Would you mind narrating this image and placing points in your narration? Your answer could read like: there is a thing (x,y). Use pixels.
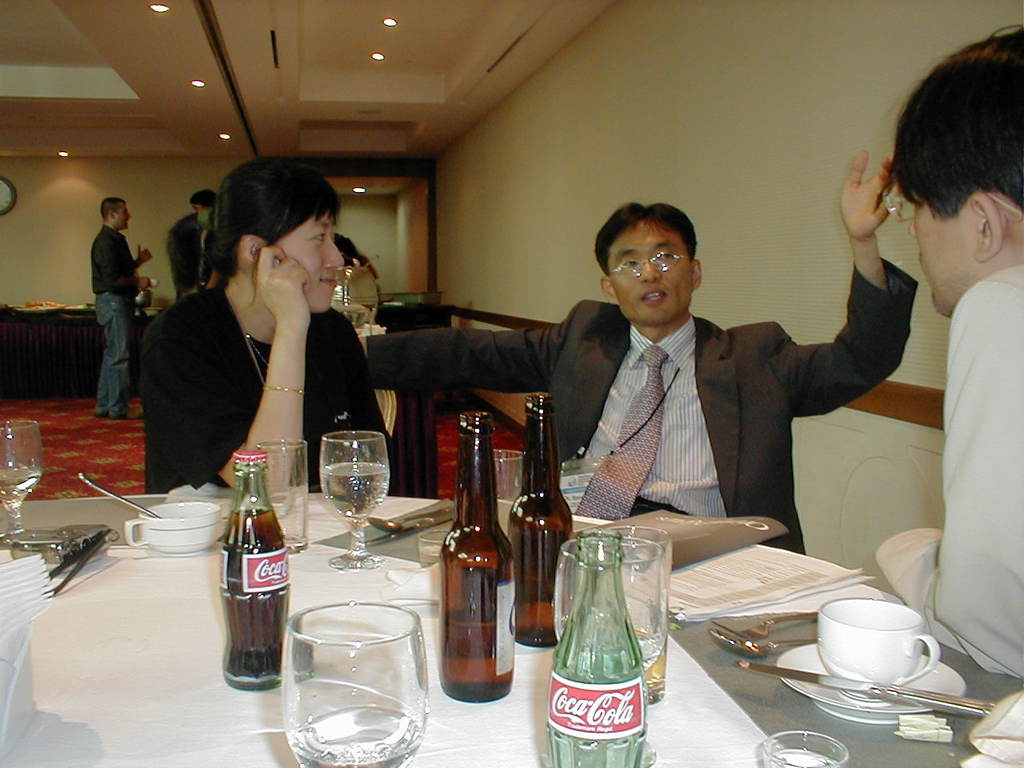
In this picture we can see three people (244,429) sitting on chairs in front of a table (691,685), there are two Coca-Cola (284,567), two bottles of drinks (502,547) on the table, there is also a knife (763,667) and one spoon (755,649) on the table (713,710), we can see some papers (789,599), cup (838,625) and saucer (809,684) and empty glass (388,694) on the table (697,701), in the background (187,264) we can see, two people (176,259) standing here and we can see ceiling (168,110) and some of the lights (201,83) here.
